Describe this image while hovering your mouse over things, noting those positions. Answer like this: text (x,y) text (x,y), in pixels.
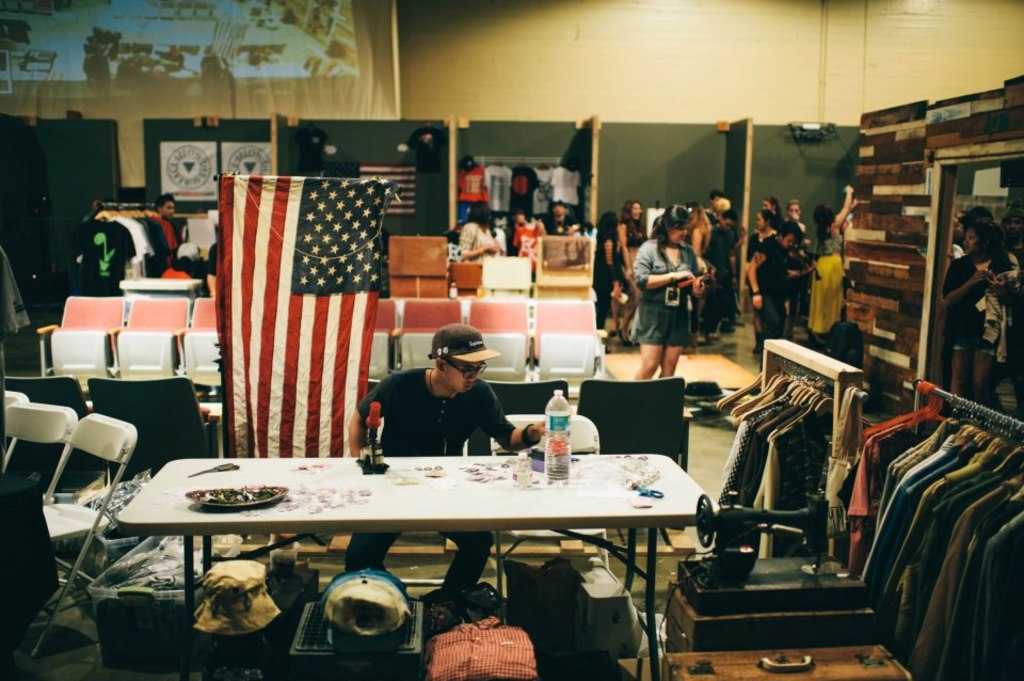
In this picture there is a boy (420,401) in the center of the image (436,395) and there is a table (313,461) in front of him, which contains papers (302,471) and a water bottle (561,438), there are other people (831,274) on the right side of the image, there are clothes (826,472) on the right side of the image (826,472) and there is an american flag (286,421) on the left side of the image (310,422).
